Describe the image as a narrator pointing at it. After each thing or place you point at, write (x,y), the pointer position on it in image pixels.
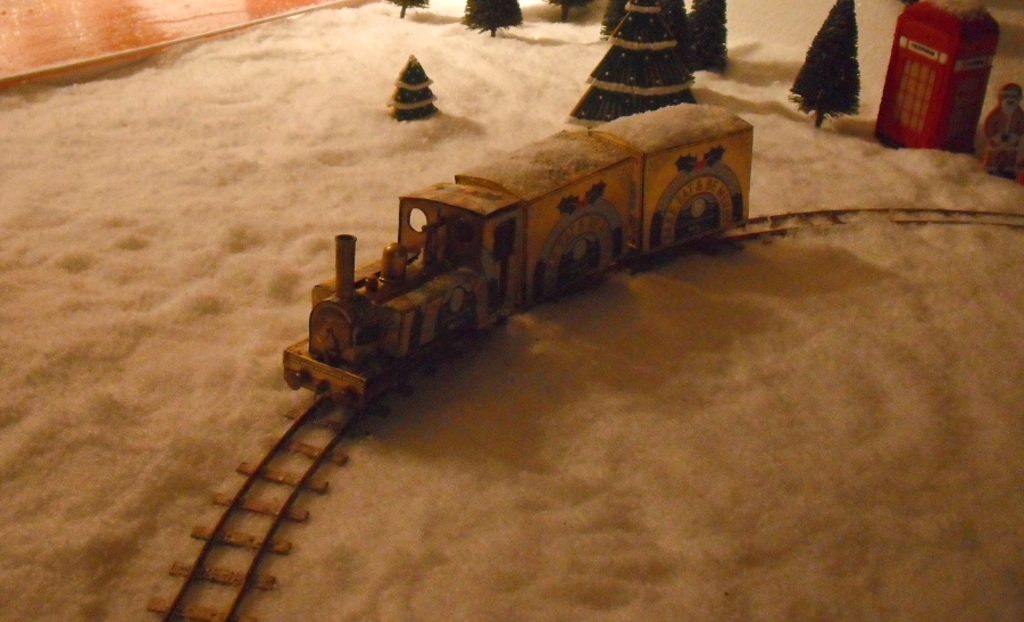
In the foreground of this image (517,265), there is a toy train (705,188) on the track (316,470). We can also see white snow (269,178), depicted trees (721,57) and a depicted person (1008,150) on the snow (768,296). At the top left (85,21), it seems like there is a wooden surface (103,29).
